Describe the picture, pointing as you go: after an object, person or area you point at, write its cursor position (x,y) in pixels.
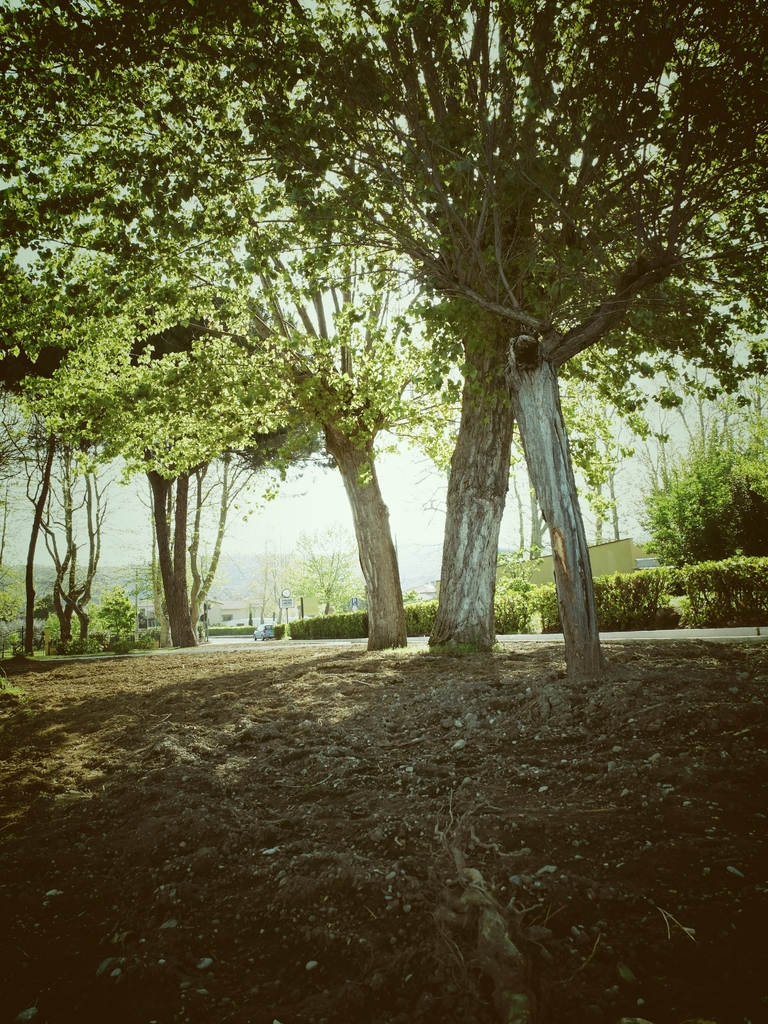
In this image, in the middle (321,422) there are trees (568,246), at the bottom (424,828) it is the soil (515,846).
